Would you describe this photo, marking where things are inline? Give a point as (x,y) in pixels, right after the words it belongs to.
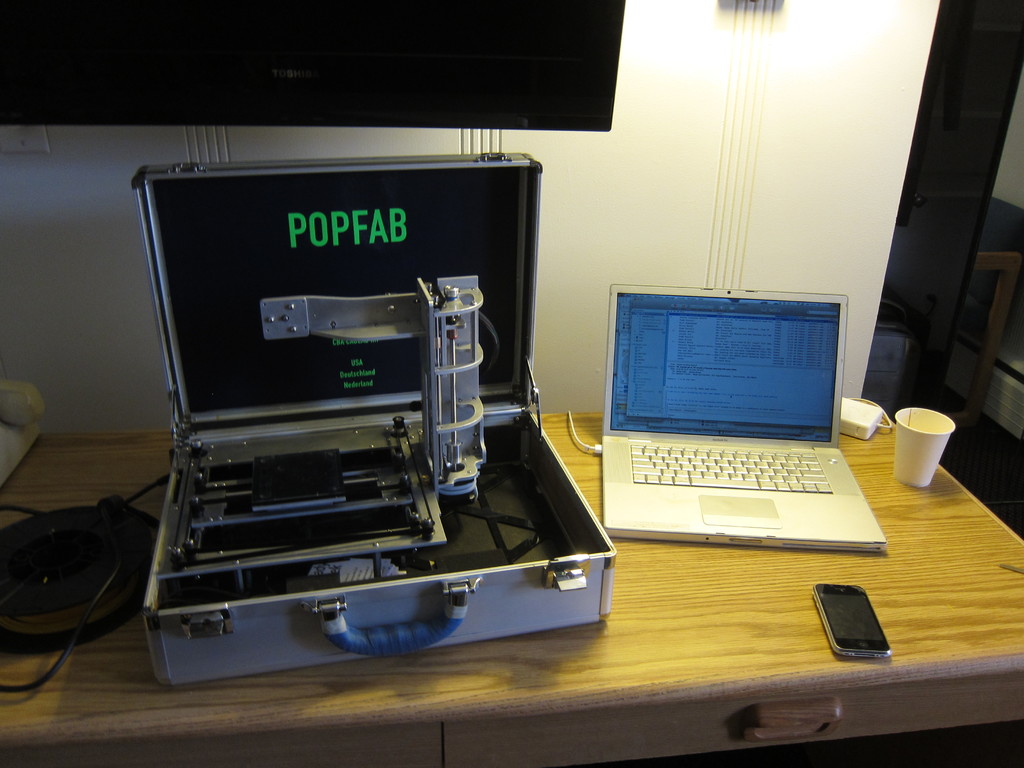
In the image there is a laptop (805,518), a mobile phone (841,613), a cup (903,459) and other objects (1,510) kept on a wooden table (595,463) and behind the table (750,627) there is a television (490,61) fit to the wall (727,124).
